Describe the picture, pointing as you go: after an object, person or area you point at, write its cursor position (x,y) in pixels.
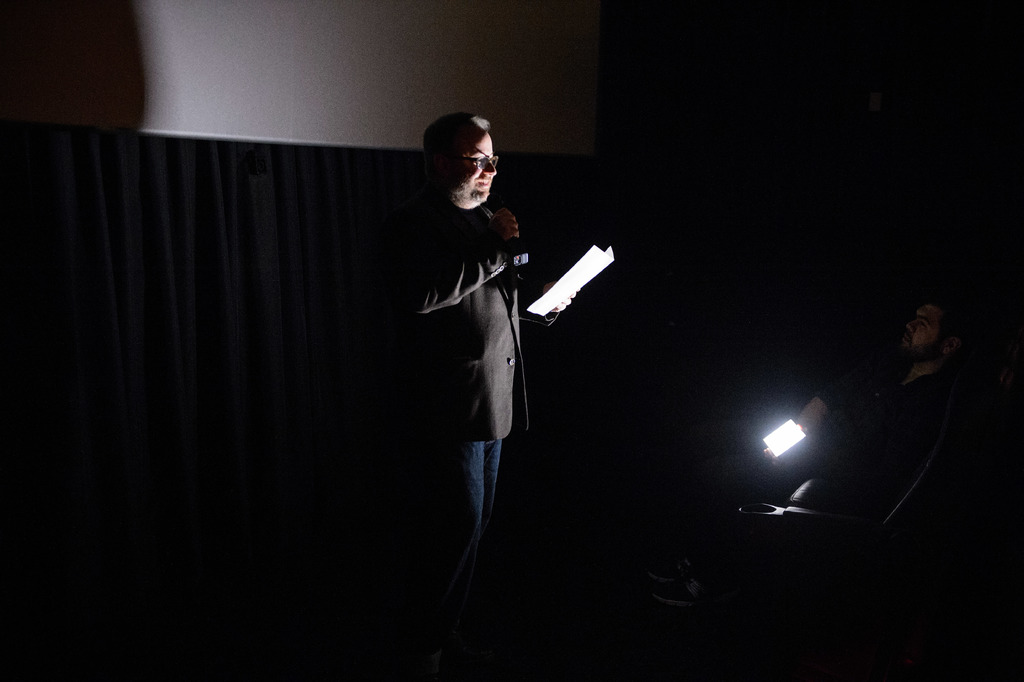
This image consists of two persons (919,343). The one who is on the right side (806,423) is holding light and the one who is in the middle (495,405) is holding mic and paper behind him there is a curtain (284,288).
